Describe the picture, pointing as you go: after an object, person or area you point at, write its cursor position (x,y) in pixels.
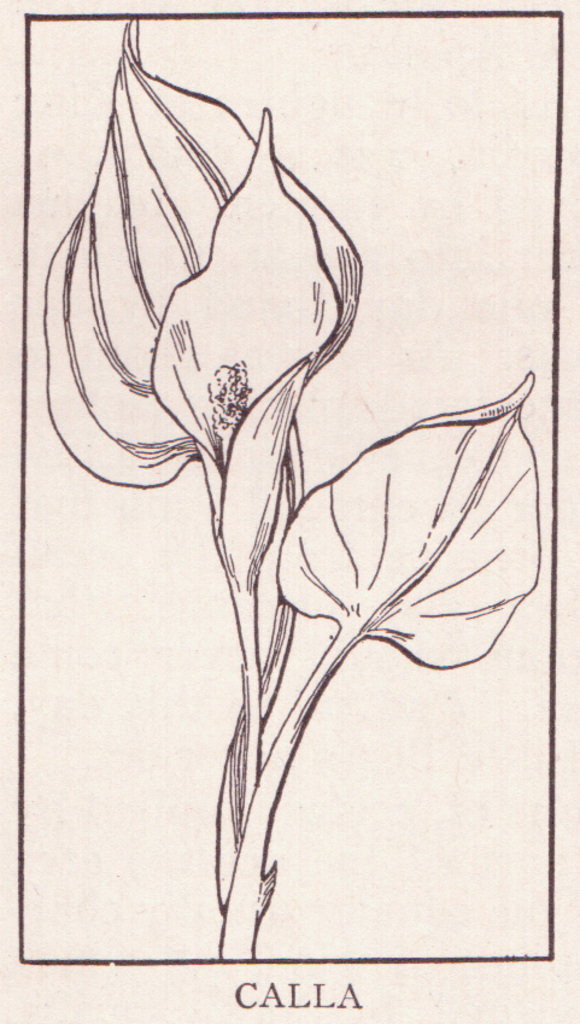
In this image we can see sketch of leaves (318,554) and stem (274,789). There is some text (308,989) at the bottom of the image (261,995).
